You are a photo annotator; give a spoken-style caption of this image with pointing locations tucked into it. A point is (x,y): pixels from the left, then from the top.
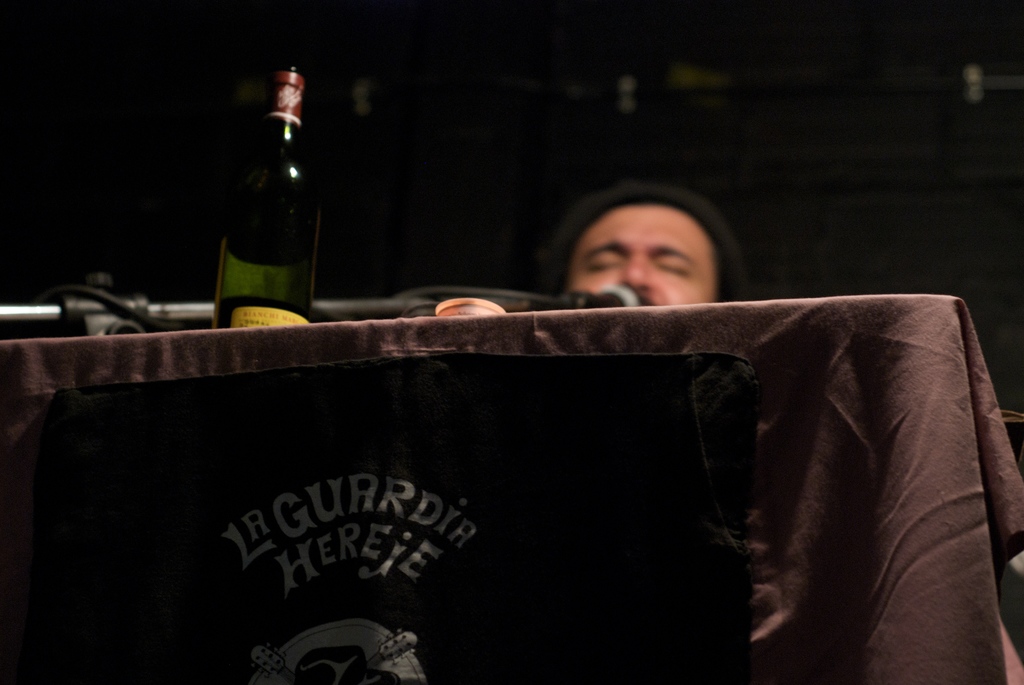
In this picture the table (537,419) is covered with a brown cloth (425,346) and on the table (379,355) there is a bottle (296,312) and some items (456,306). Behind the table (640,337) there is a man (657,258) and the man (662,266) is singing a song. In front of the man (655,281) there is a microphone (608,297) with stand (198,308). Background of the man (630,252) is in black.
